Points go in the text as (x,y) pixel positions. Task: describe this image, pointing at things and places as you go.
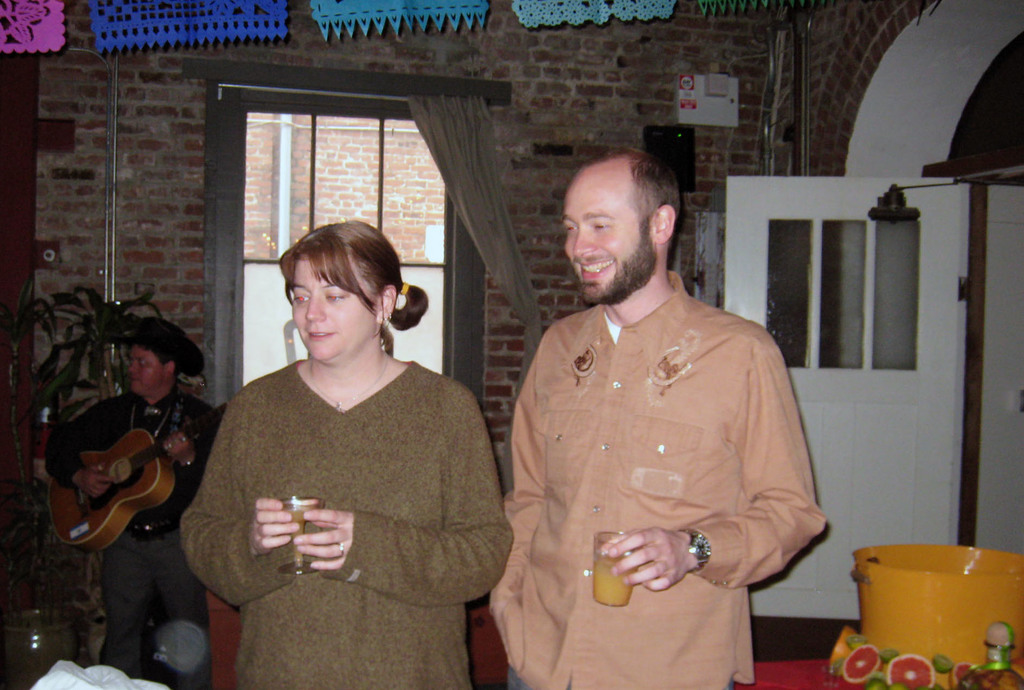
In this image we can see two persons (412,419) are standing and smiling, and holding a glass (609,581) in the hand (624,563), and at back (159,420) a person (206,437) is standing and playing the guitar (152,433), and here is the wall (152,158) made of bricks (164,109), and at back here is the door (913,258).
